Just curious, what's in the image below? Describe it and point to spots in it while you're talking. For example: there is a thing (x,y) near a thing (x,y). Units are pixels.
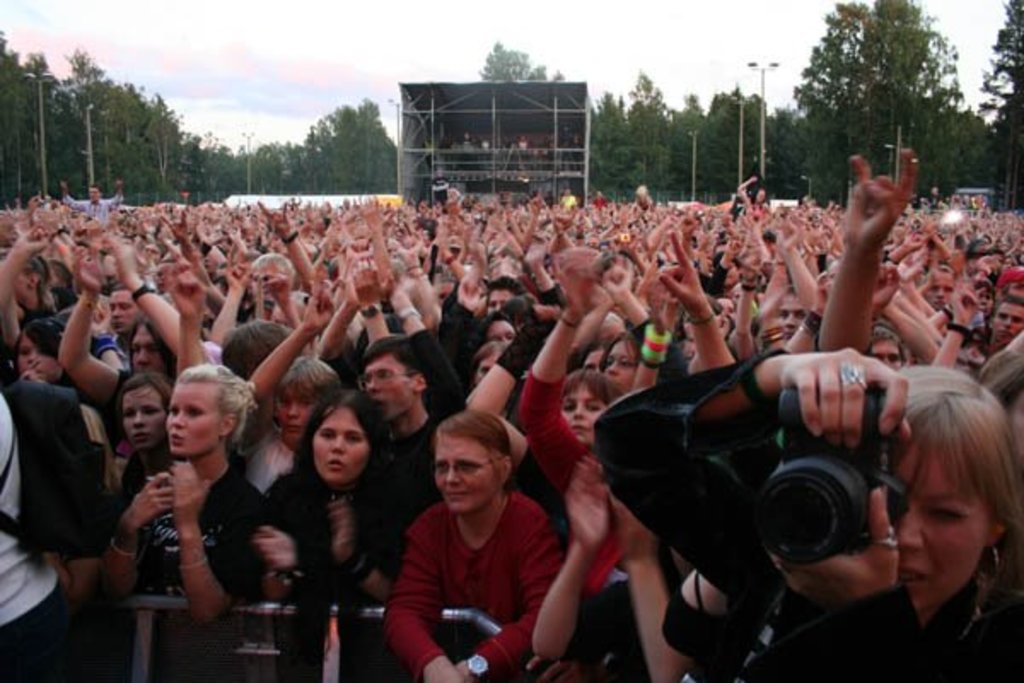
There are people (686,405) standing at here behind them there are trees (661,157) and clouds (530,37) and a woman (969,600) is holding a camera (853,542).
